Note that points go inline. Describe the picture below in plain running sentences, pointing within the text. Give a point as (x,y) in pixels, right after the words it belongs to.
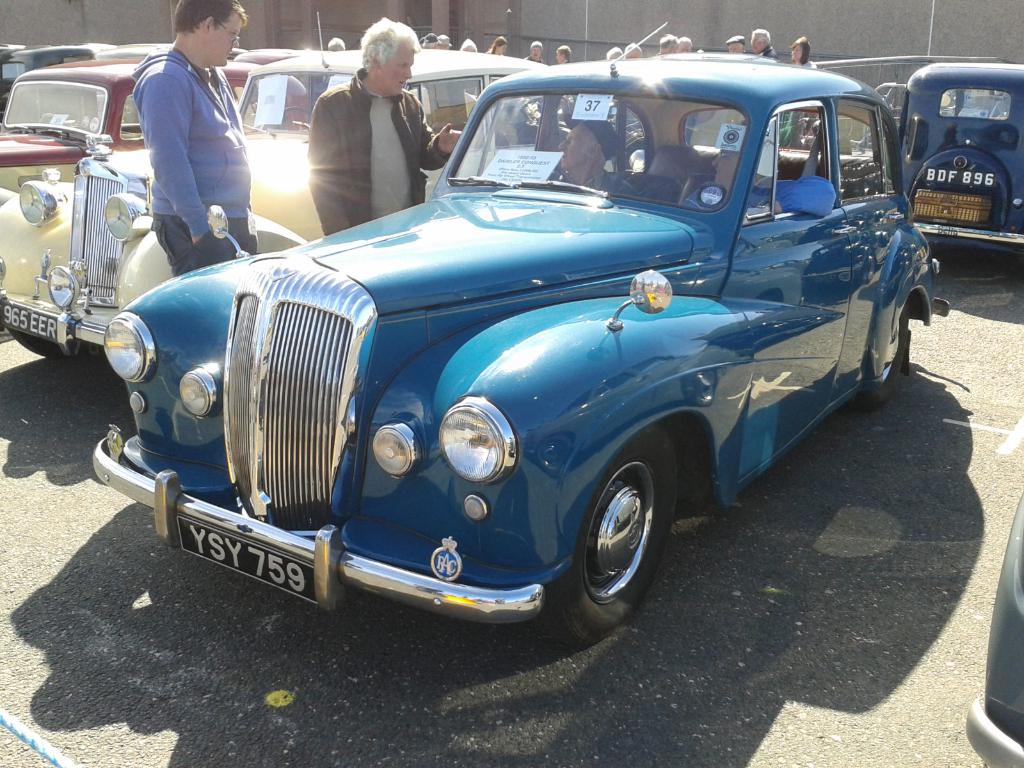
Here we can see a bunch of retro cars (61,176) present and there are people (188,182) viewing them.
